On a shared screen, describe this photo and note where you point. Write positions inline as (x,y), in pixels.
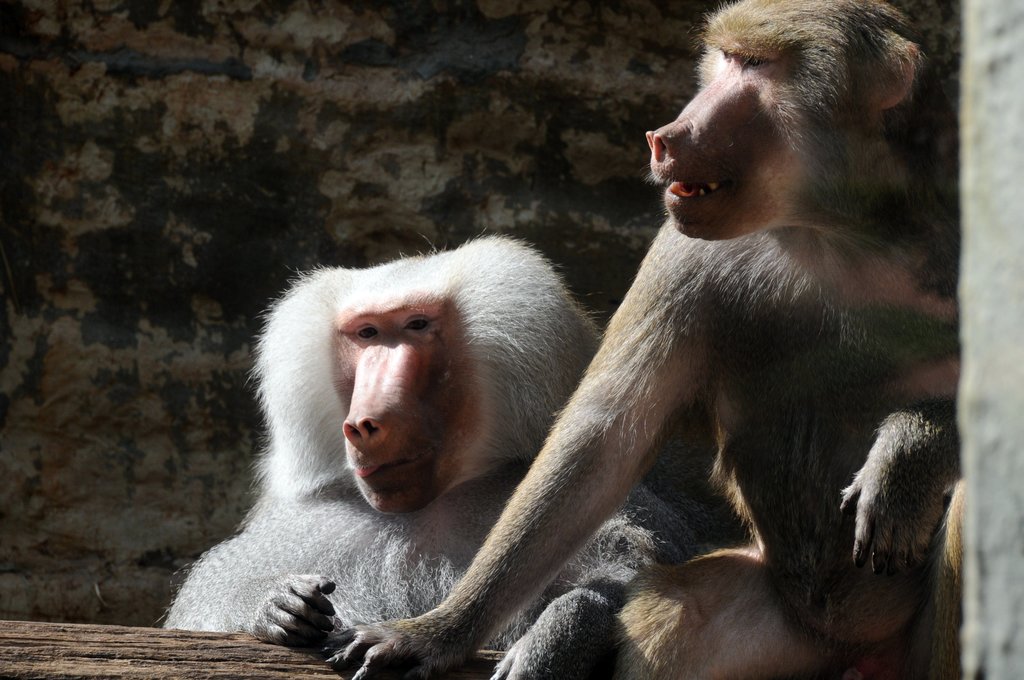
In this image I can see two animals (527,385) which are white, pink, black and brown in color. I can see a wooden log (77,648) and in the background (119,473) I can see the wall (120,617).
